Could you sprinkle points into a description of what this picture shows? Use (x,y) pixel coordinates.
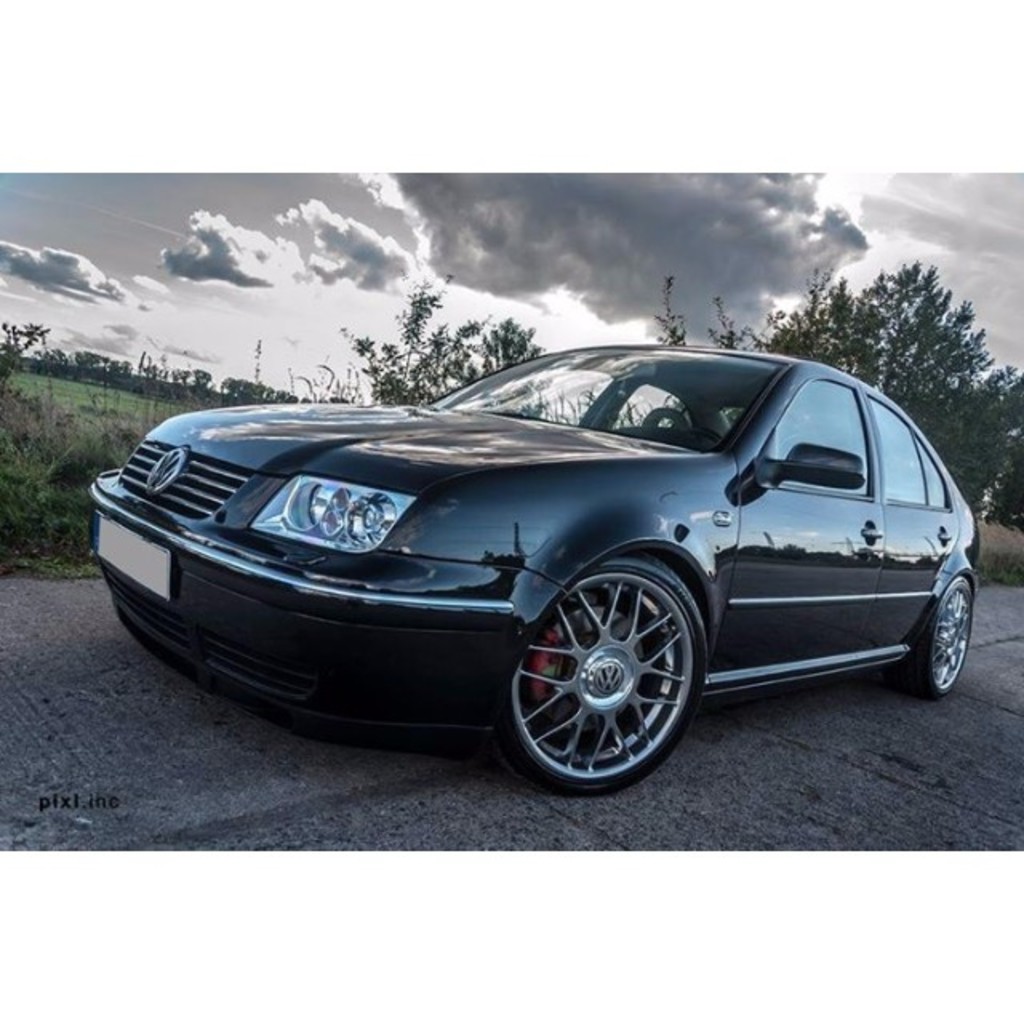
In this image I can see a road (181,773) in the front (47,629) and on it I can see a black colour car (402,723). In the background (1004,568) I can see number of trees (46,355), grass (26,415), clouds (483,223) and the sky (16,241). On the left bottom corner of image (103,799) I can see a watermark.
